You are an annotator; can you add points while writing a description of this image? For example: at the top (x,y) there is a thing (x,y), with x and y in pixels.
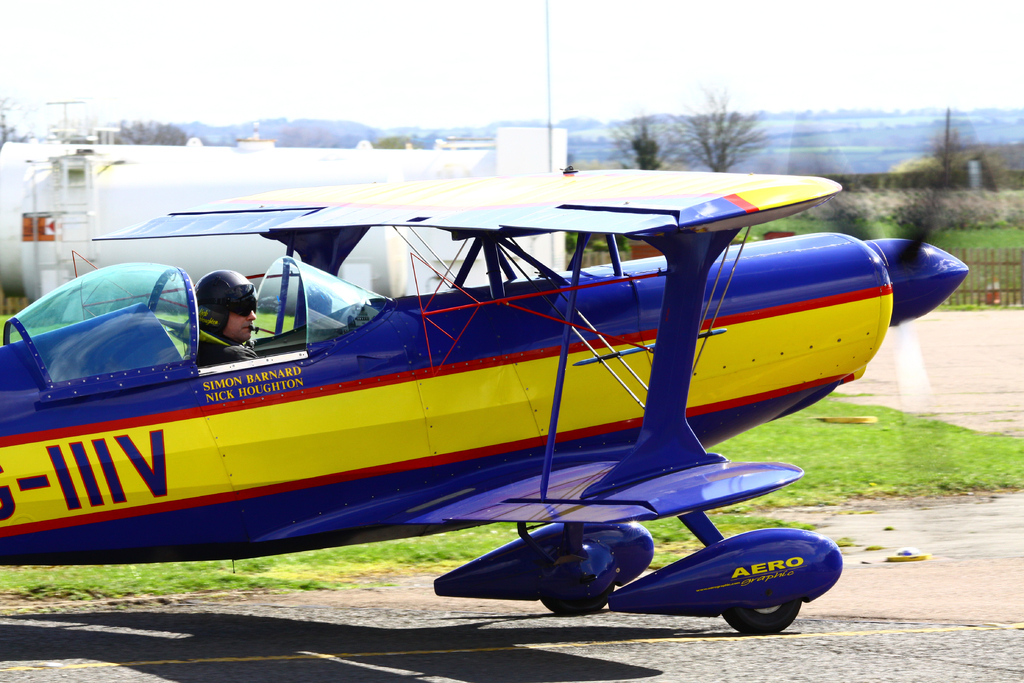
In this image I can see an aircraft (31,511) on the road (851,627) and in the aircraft (266,451) I can see one man (205,292) is sitting. I can see he is wearing a helmet (227,316) and on the aircraft (149,427) I can see something is written. In the background (952,483) I can see an open grass ground (995,241), number of trees (935,151), a white colour thing (350,156) and the sky (426,44). On the right side of the image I can see the wooden fencing (1013,267).
